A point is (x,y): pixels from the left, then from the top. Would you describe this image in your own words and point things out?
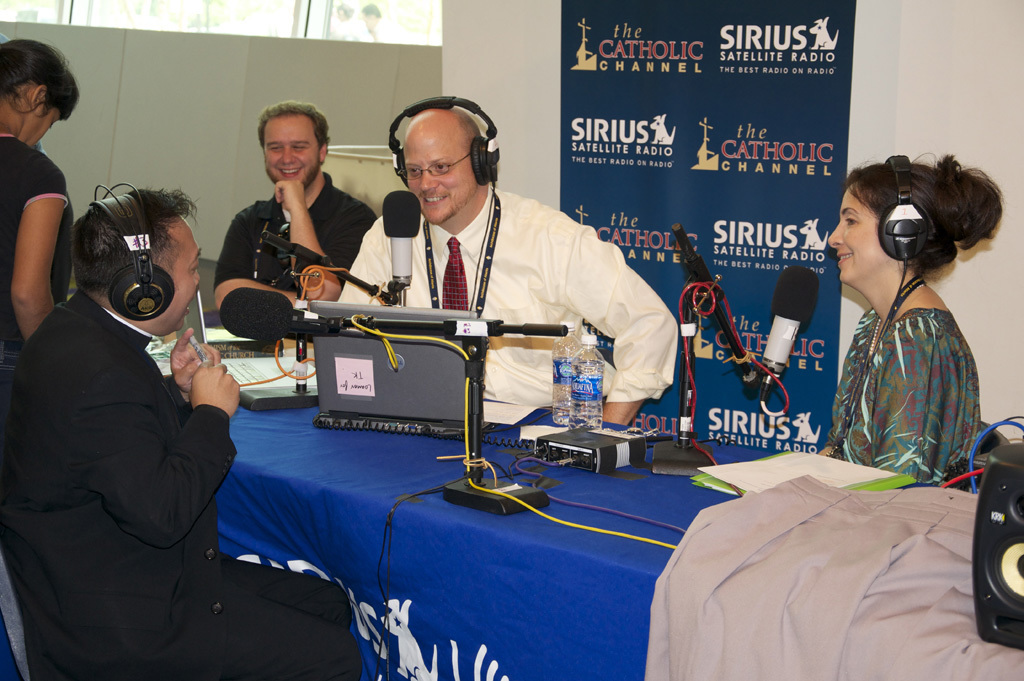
In this picture we can see some people (83,311) sitting in front of a table (648,514), these three persons (615,332) wore headphones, we can see a laptop (429,371), two water bottle (560,409), a cloth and papers (712,483) present on the table (634,526), we can see microphones (399,201) here, in the background (481,48) there is a wall (494,50), we can see a speaker (1010,564) here.
